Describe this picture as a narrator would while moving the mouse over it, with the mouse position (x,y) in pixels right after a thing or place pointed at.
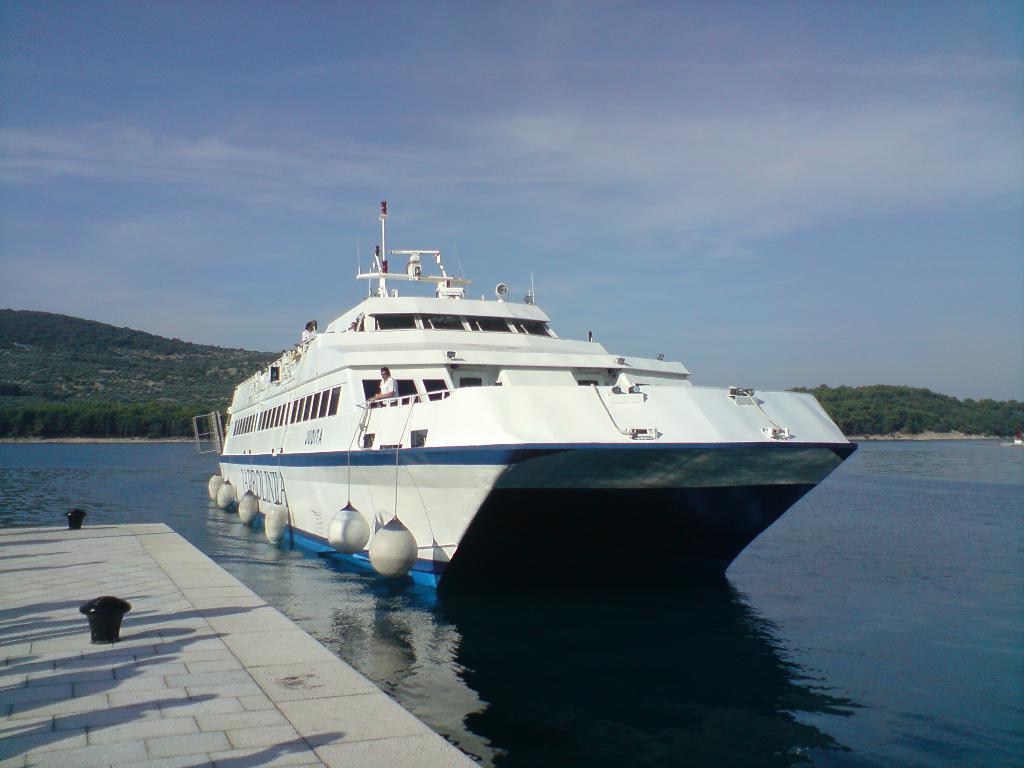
In this picture there is a ship (335,359) in the center of the image (489,370), on the water (514,618) and there is a dock (150,592) at the bottom side of the image (134,527), there is greenery (57,363) in the background area of the image (194,363).
